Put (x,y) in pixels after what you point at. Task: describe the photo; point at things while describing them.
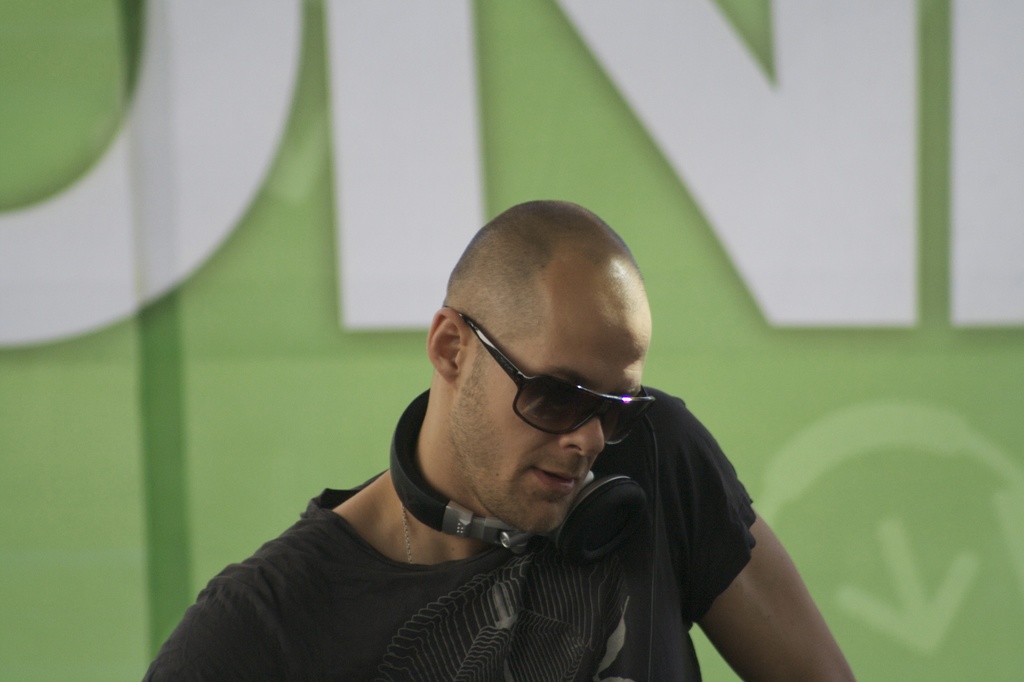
In this image there is a man (522,562) in the middle (459,288). He has a headphones (487,525) and a spectacles (532,410). In the background (537,160) there is a hoarding (190,149).
